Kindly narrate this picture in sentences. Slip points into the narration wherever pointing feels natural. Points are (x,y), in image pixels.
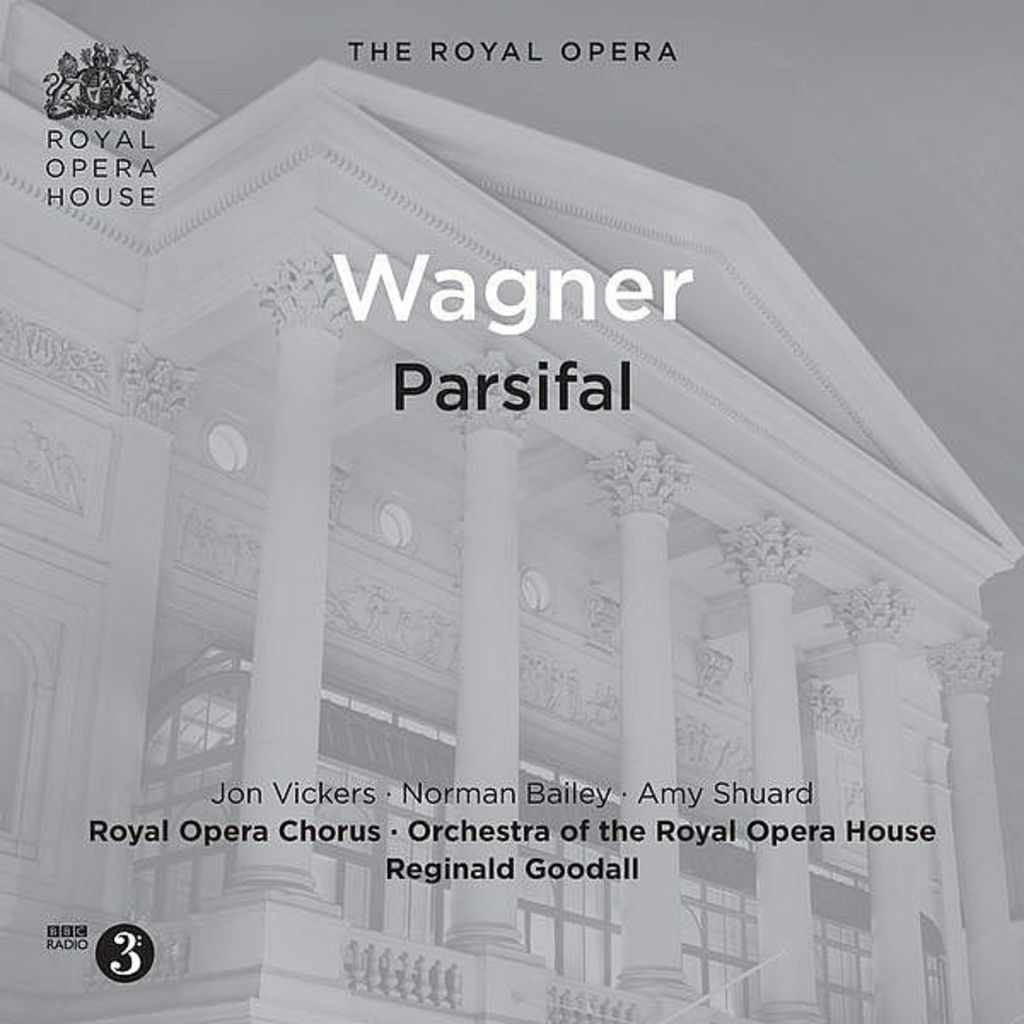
In the image there is a poster (734,619) and on the poster (514,472) there are logos (122,957) and text (511,388) and behind the text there is a picture of a building (301,845).
